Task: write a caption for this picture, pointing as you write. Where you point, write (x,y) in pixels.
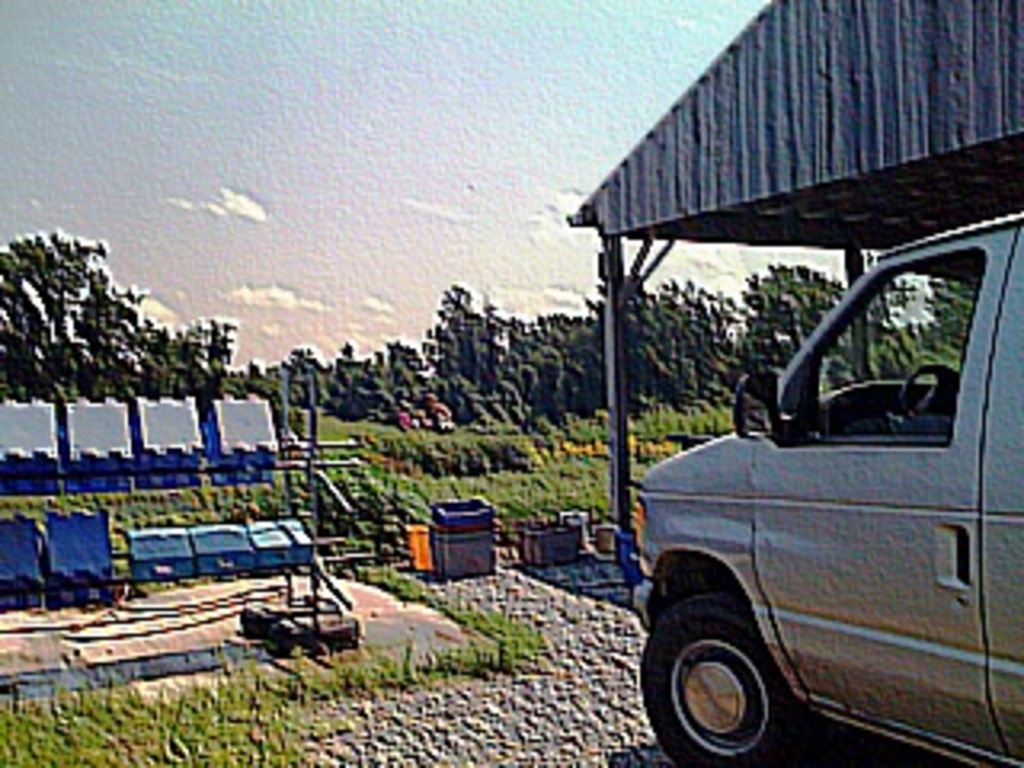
On the right side (916,390), there is a vehicle (968,365) and a shelter (816,206). On the left side (73,564), there are trees (380,388), plants (383,468), grass (380,670) and other objects (467,507) on the ground (248,645). In the background (394,390), there are persons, trees (514,343) and plants (546,432) on the ground (516,446). And there are clouds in the blue sky (268,216).
